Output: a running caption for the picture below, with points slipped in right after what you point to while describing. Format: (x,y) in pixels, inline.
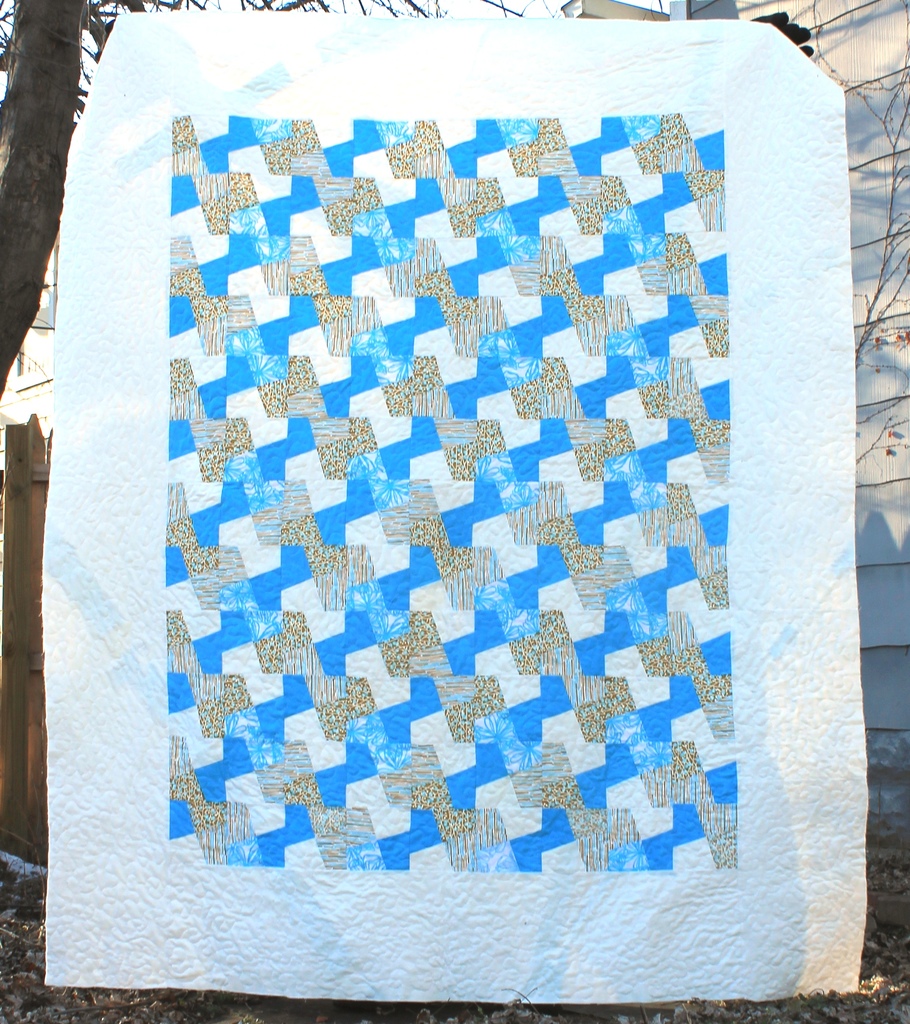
We can see banner (422,112). Background (818,18) we can see wall (839,11) and tree (2,366).
